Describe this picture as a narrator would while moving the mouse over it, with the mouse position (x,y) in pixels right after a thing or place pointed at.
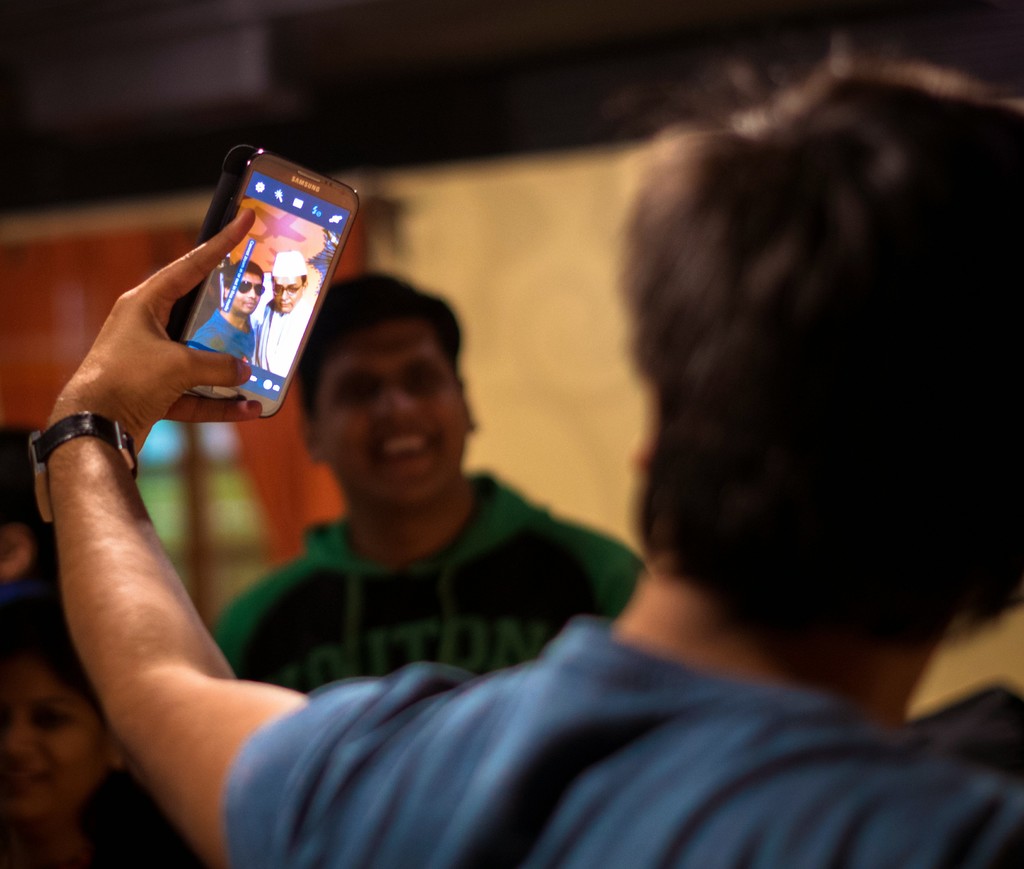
This man (767,559) is standing and holding a mobile (304,238) to take a selfie. Far this man (609,589) is standing and holds smile (417,446).
